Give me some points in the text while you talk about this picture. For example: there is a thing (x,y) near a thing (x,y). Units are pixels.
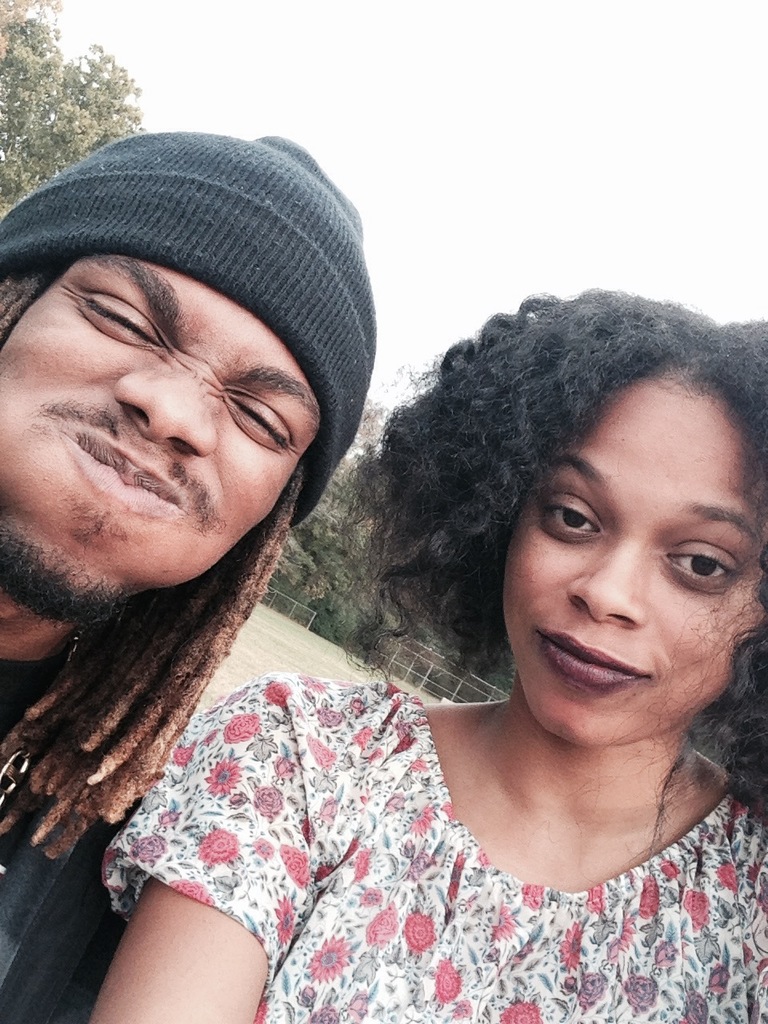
Here we can see a man (24,965) and a woman (404,548) posing to a camera. In the background (24,41) we can see trees (366,590) and sky (624,264).
